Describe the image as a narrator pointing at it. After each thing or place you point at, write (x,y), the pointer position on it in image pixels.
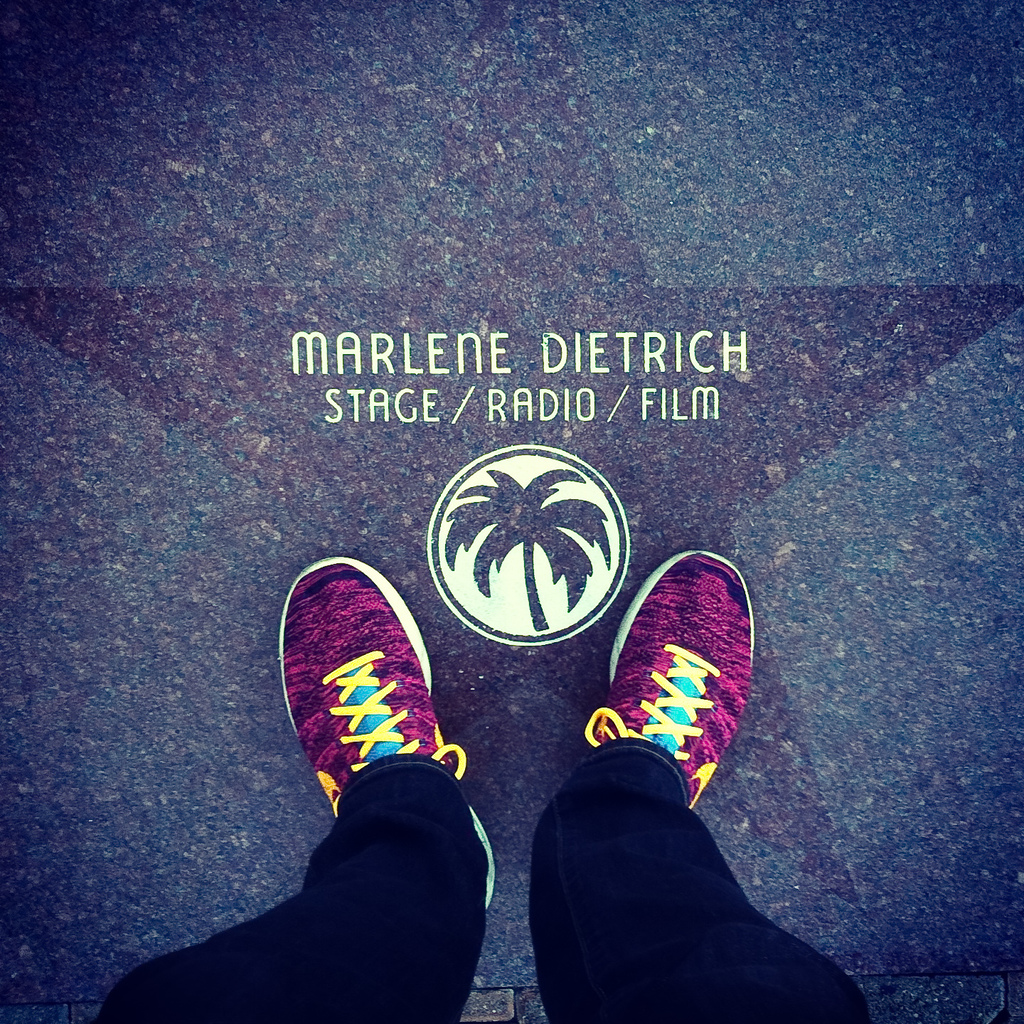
In this picture we can see the legs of a person (380,584) wearing pink shoes (716,758) and standing on the ground (608,517), which has a star symbol (449,634), a coconut logo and some text (478,357) on it.
